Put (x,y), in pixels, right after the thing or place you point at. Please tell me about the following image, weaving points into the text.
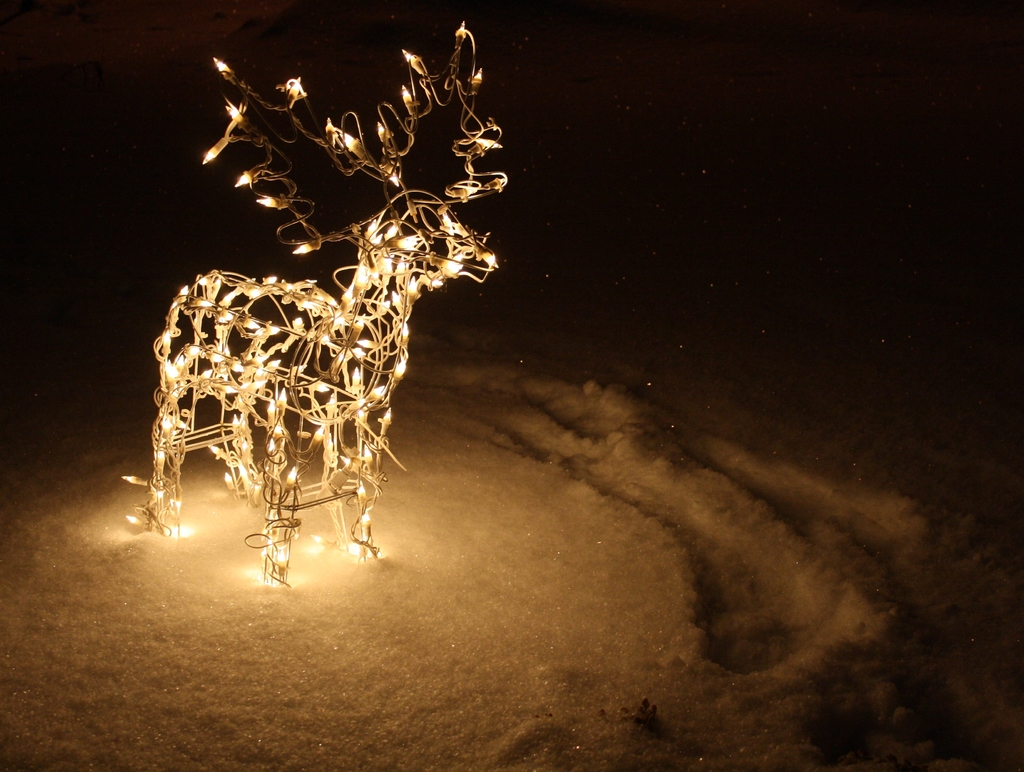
In this image there is a light deer (240,382) on the path (633,534), and there is dark background (745,215).
